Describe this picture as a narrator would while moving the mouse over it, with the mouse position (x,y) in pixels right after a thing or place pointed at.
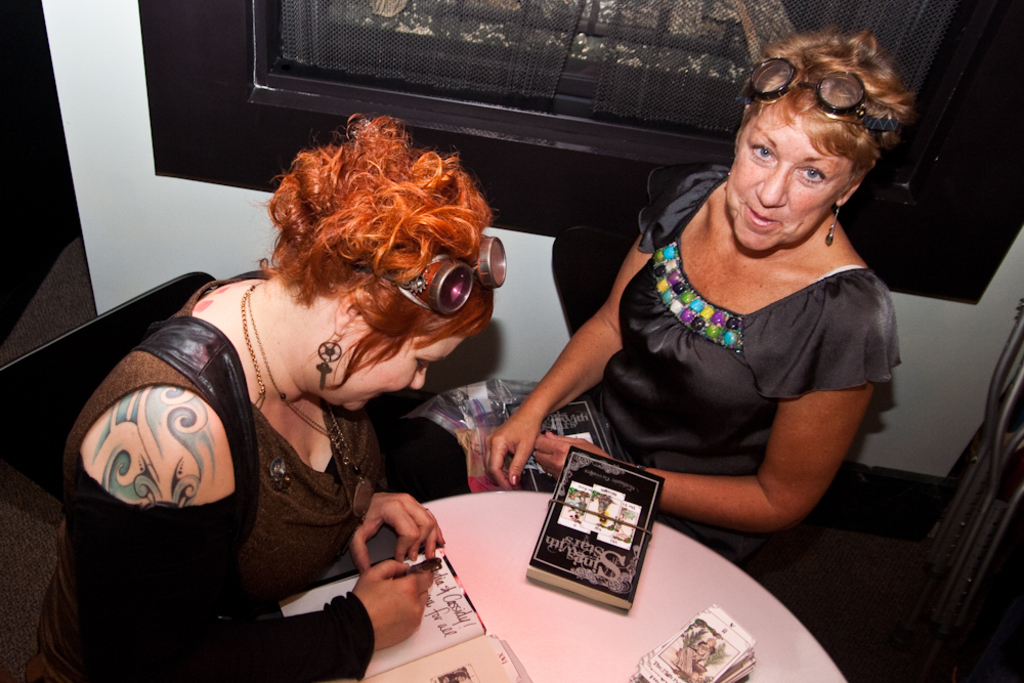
In this image I can see two women (254,368) are sitting on black colour chairs (71,373). I can also see a table (567,663), few books (424,630), number of cards (735,666) and I can also see goggles (444,301) on their heads (398,286). Here I can see she is holding a pen (427,562).
